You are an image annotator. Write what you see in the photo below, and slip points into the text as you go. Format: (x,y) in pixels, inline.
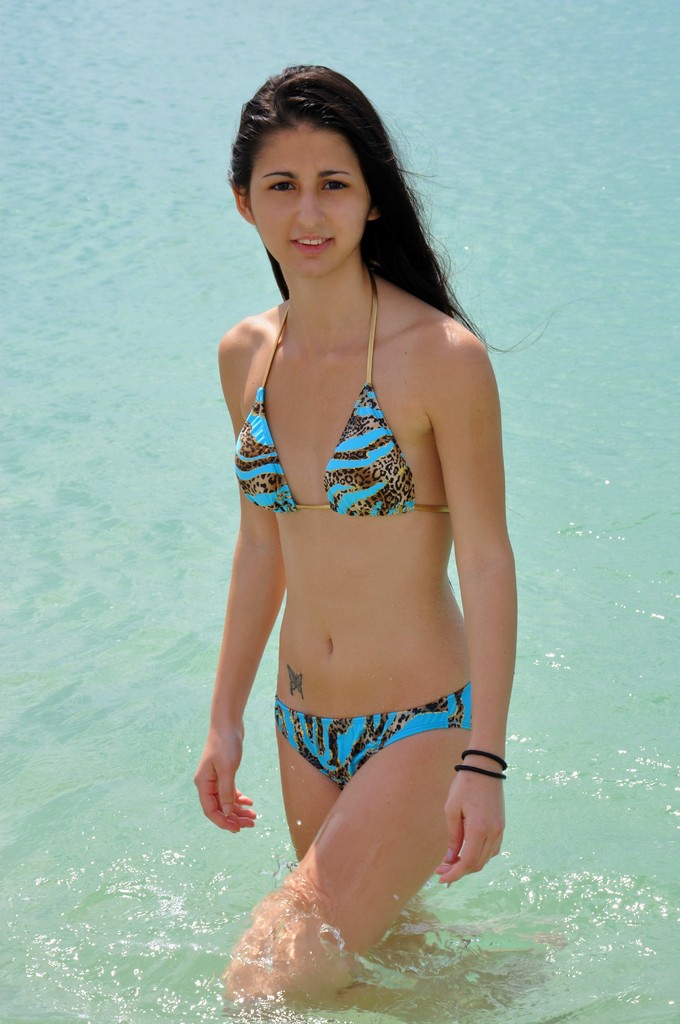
In this image I can see a woman (399,464) and water (585,570).
